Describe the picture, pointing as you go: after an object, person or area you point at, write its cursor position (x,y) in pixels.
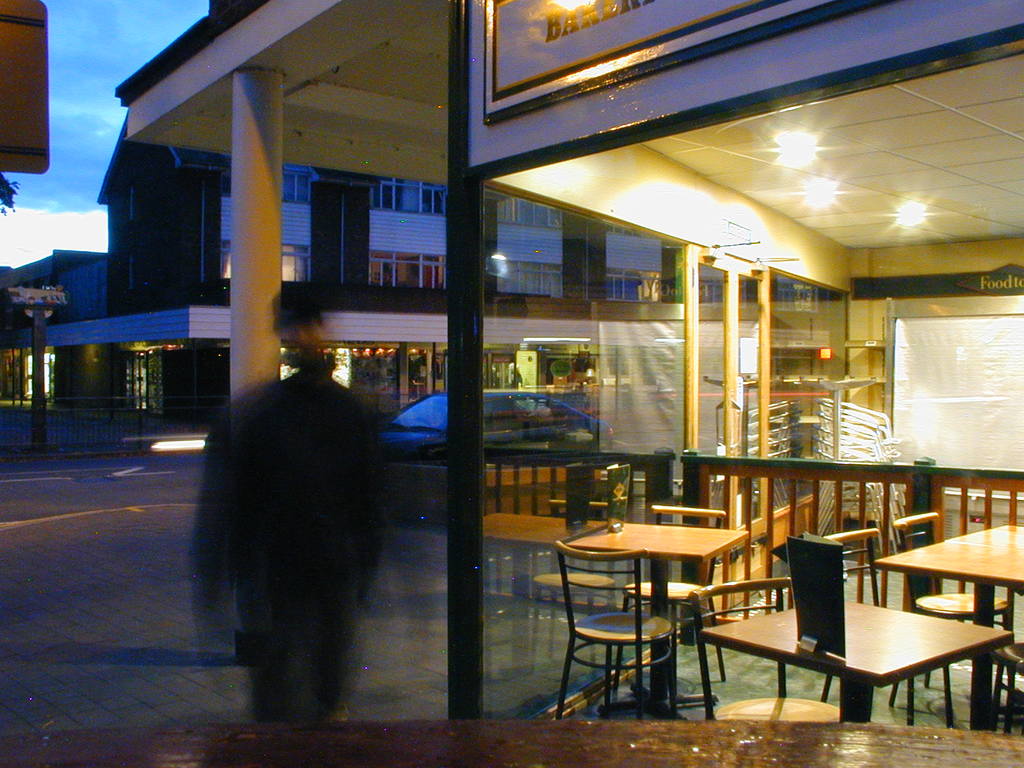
In this image we can see tables (914,556), chairs (629,616), fence (744,470), poles (251,331), buildings (410,267), pavement (136,518), car (536,437) and a person (284,454). We can see the sky (78,163) in the left top of the image (83,120).
